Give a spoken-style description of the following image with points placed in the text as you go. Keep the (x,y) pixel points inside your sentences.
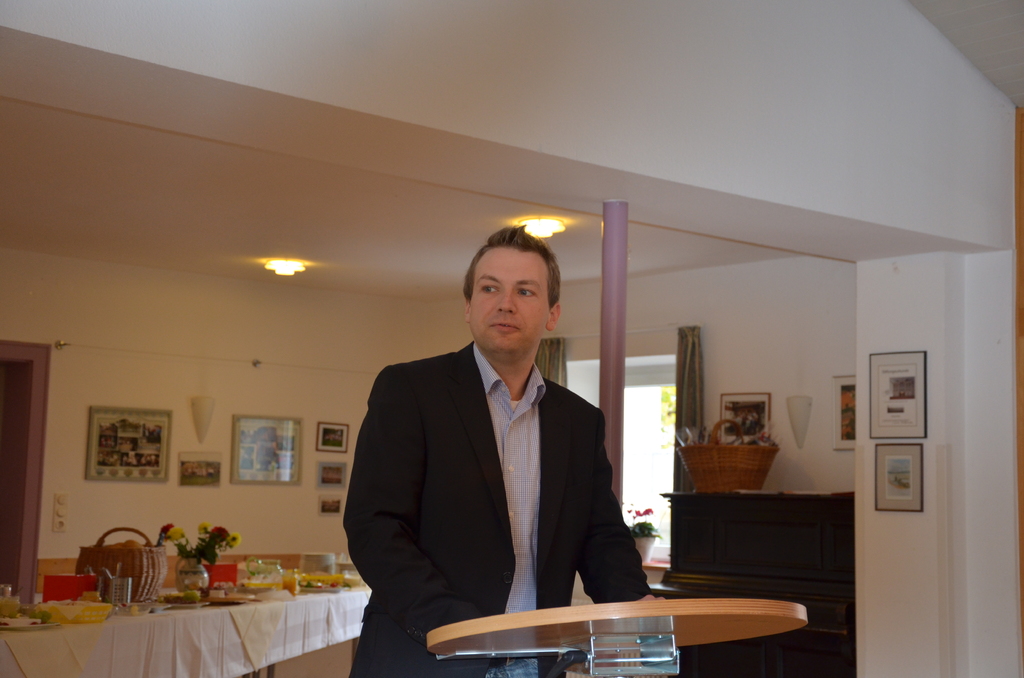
The man (523,316) in black jacket (423,514) is highlighted. In-front of this man (508,537) there is a podium (611,639). On wall (787,413) there are different type of photos (280,433). On this cupboard (774,561) there is a basket (729,483). This is a pole (620,450). On this table (239,602) there is a basket (142,564), flowers (194,557), flower vase (200,565) and things (228,583). This is a window (649,413) with curtain (700,374). On top (550,221) there are lights (537,227).
